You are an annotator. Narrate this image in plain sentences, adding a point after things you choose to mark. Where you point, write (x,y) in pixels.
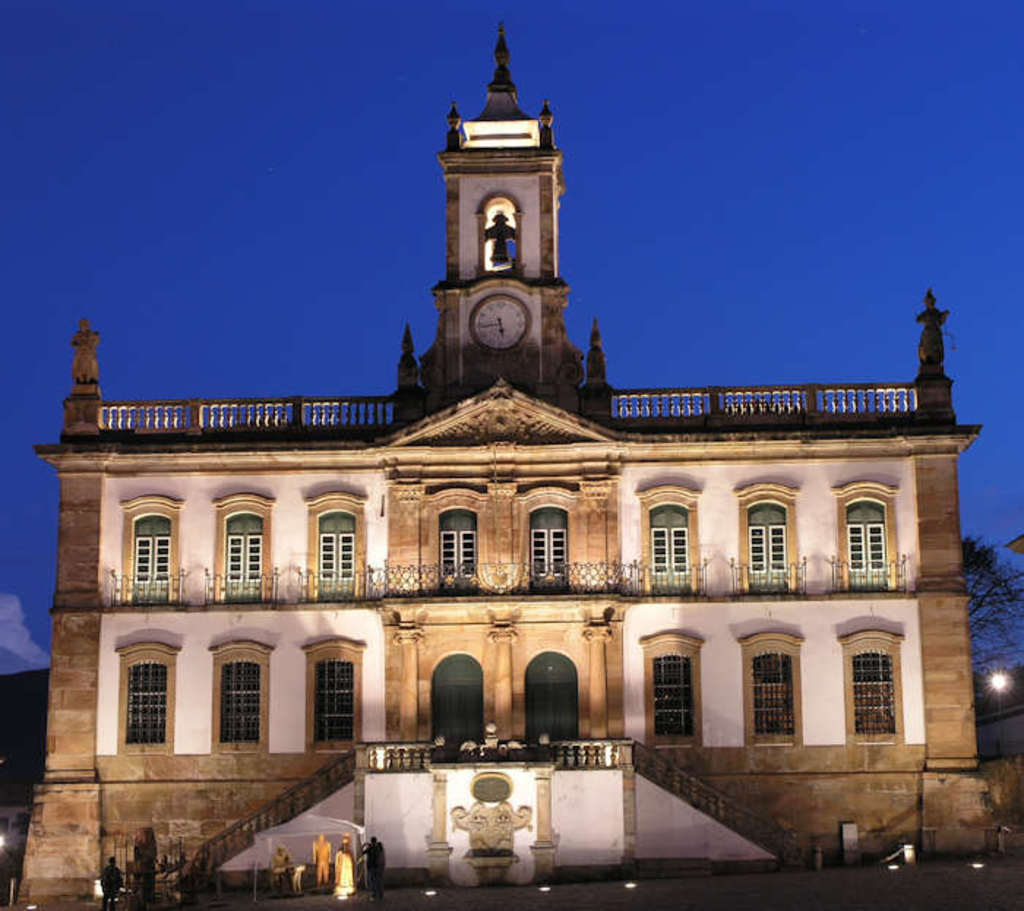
In this image we can see a building (574,555) with windows (565,538), railing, staircase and a clock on a wall (542,317). We can also see a tree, lights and the sky (323,377) which looks cloudy. On the bottom of the image (174,908) we can see a pole (13,889) and some people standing on the ground (464,906).
